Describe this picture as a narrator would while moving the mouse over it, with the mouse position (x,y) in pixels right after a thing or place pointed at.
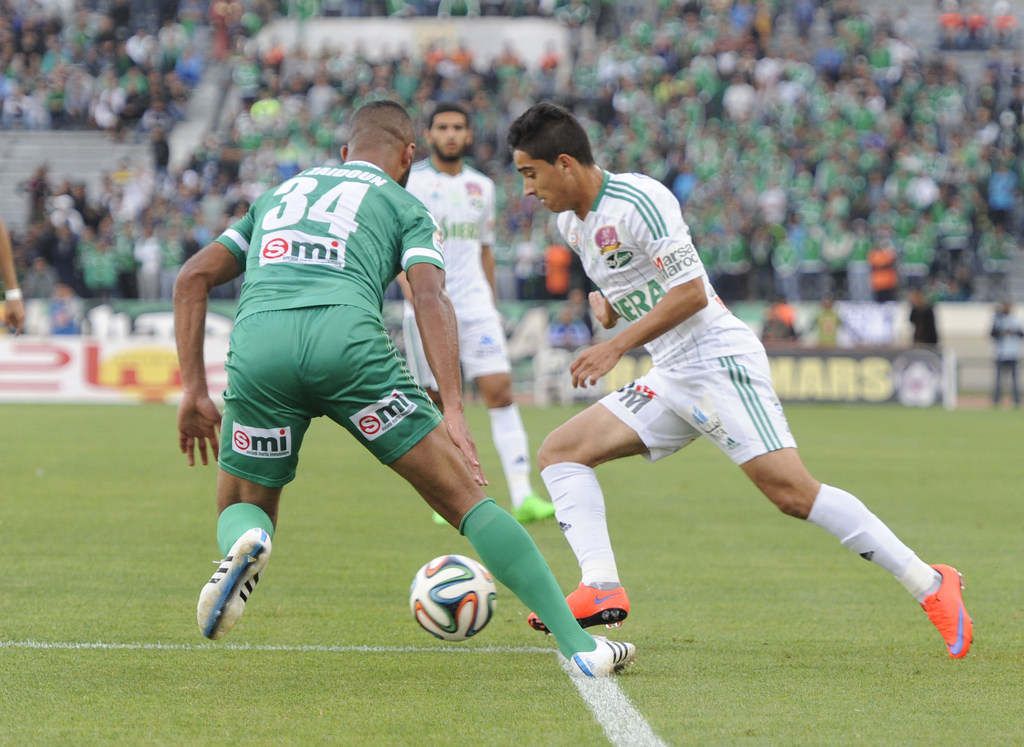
The man (417,286) in green T-shirt (282,294) and two men (708,411) in white T-shirts (487,296) are playing football. In front of them, we see a white ball (442,596). At the bottom of the picture (473,678), we see the grass (787,694). In the background (73,365), we see the boards (206,343) in white, green and brown color with some text (846,386) written on it. In the background (851,199), there are many people (803,200). This picture might be clicked in the football stadium (876,510). This picture is blurred in the background (799,235).
